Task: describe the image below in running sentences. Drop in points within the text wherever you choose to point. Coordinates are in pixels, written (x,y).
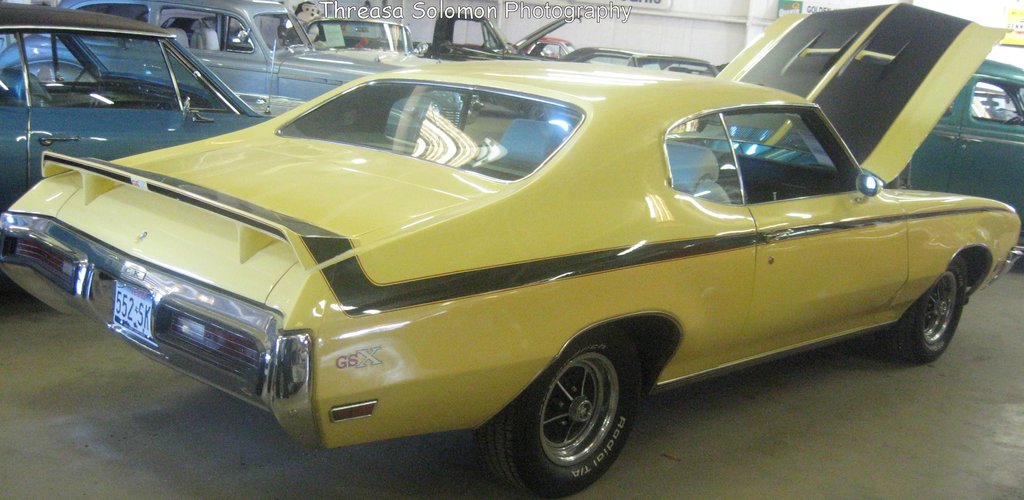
There are vehicles (271,40) in different colors parked on the floor (797,445). In the background (686,11), there is white wall (640,20). And there is a watermark (353,14).
